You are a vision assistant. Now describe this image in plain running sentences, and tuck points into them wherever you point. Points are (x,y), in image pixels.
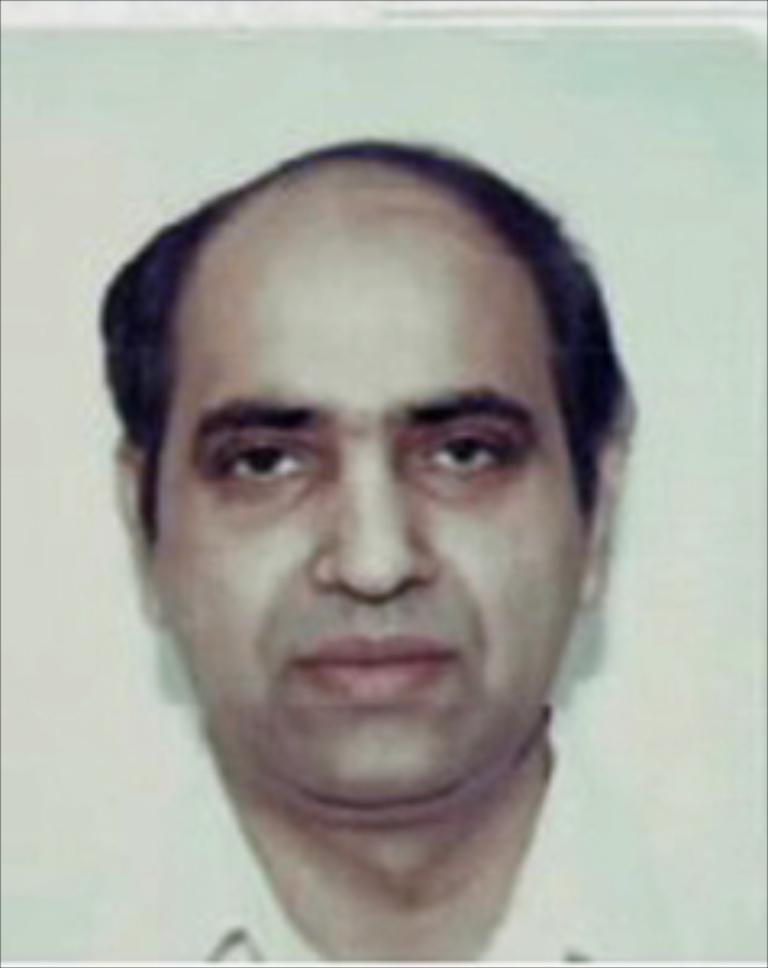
In this picture, we see a man (395,497) is wearing the white shirt (213,876). In the background (69,207), it is white in color. This picture might be the passport size photo.
